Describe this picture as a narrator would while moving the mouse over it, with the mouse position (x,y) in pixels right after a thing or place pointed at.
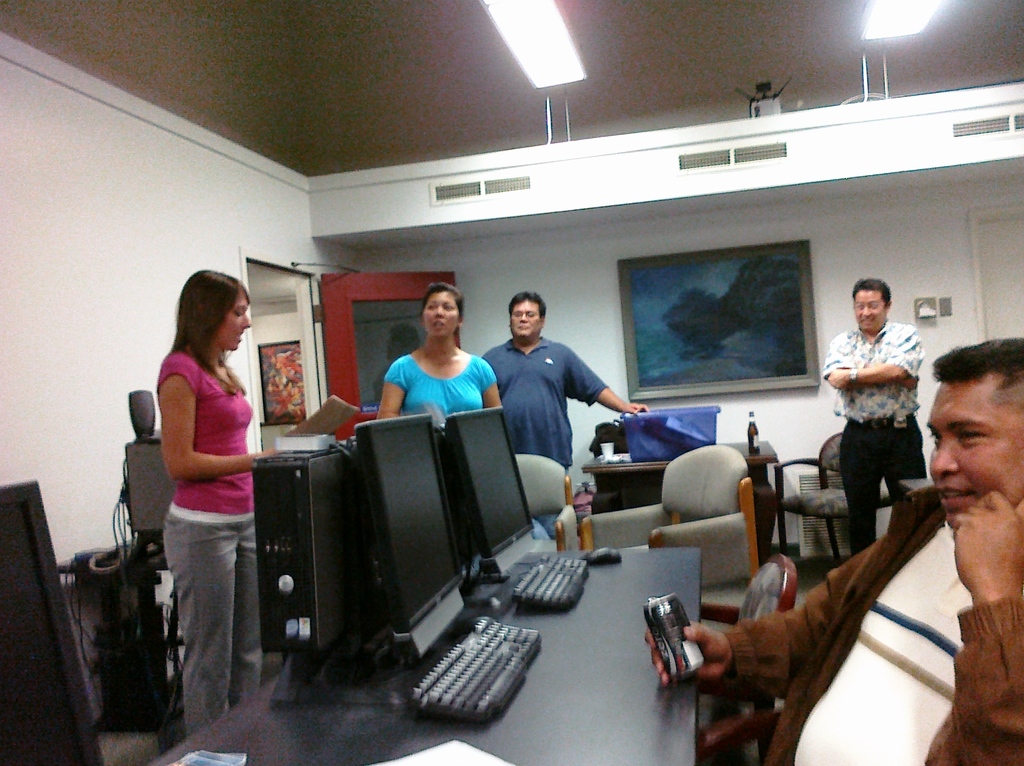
There are so many people (861,459) standing in a room (97,536) and one man (909,730) sitting and holding a coke tin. In front of him there are so many monitors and keyboards (545,564) on table (537,710).
